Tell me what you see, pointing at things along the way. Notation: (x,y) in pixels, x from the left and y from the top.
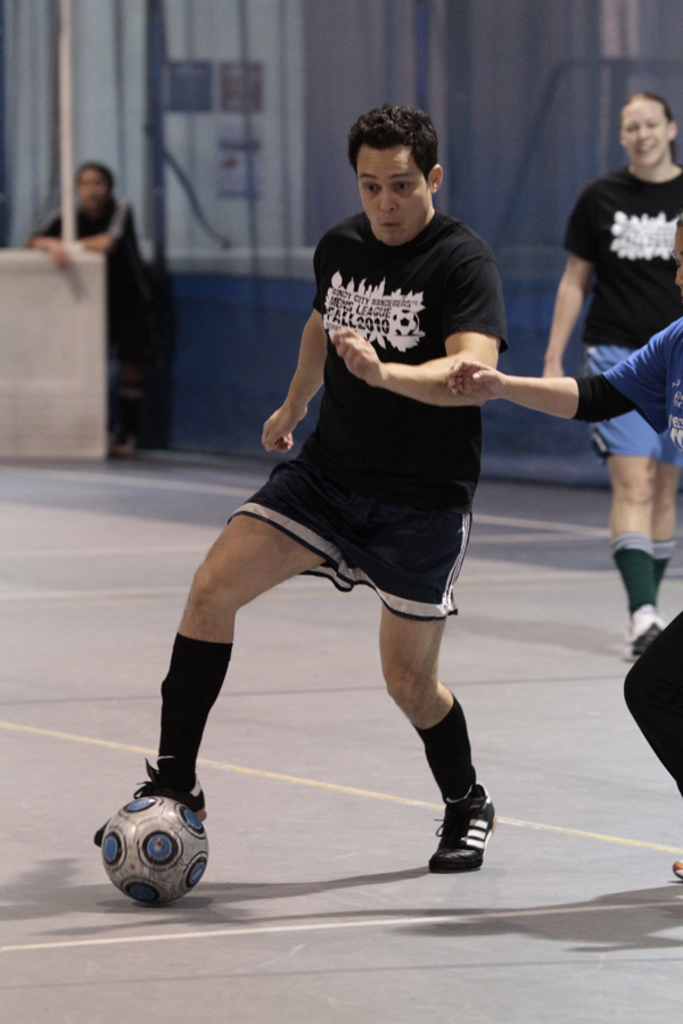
In this image we can see some people (417,424) standing on the ground (345,681). We can also see a ball (186,858) beside them. On the backside (284,352) we can see a curtain (249,344) and a person (121,370) standing beside a pole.
